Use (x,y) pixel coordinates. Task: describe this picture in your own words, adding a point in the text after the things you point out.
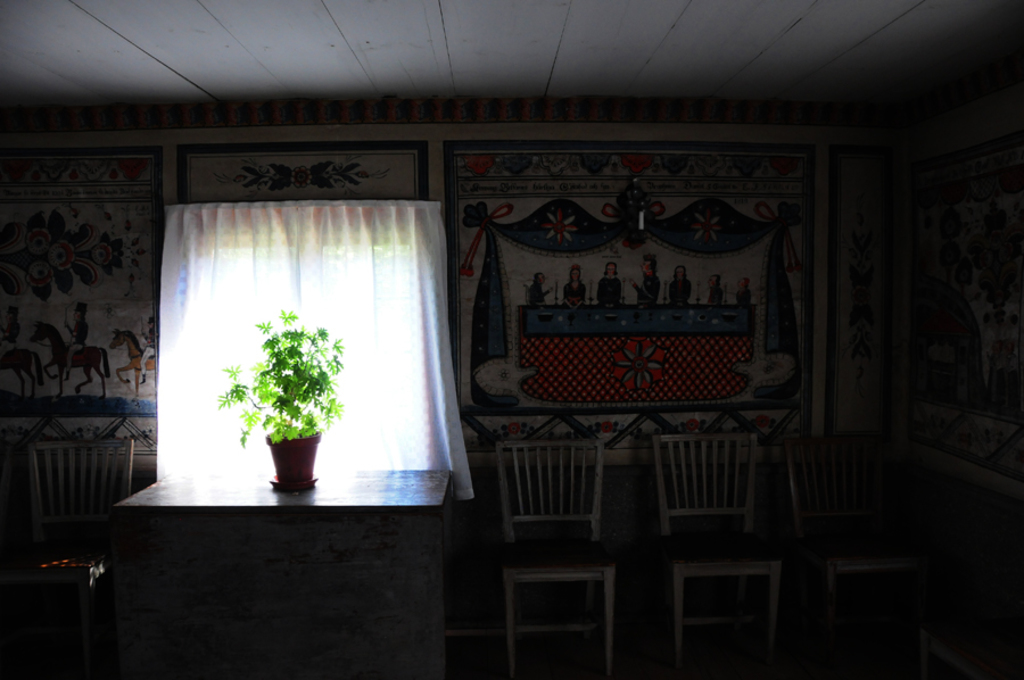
In this image, we can see a table (288,504) with a plant (294,396) in a pot (308,450). We can see some chairs (589,516). We can see the wall (664,188) with some art (612,203). We can also see the roof (526,85). We can see some curtain (245,358).
